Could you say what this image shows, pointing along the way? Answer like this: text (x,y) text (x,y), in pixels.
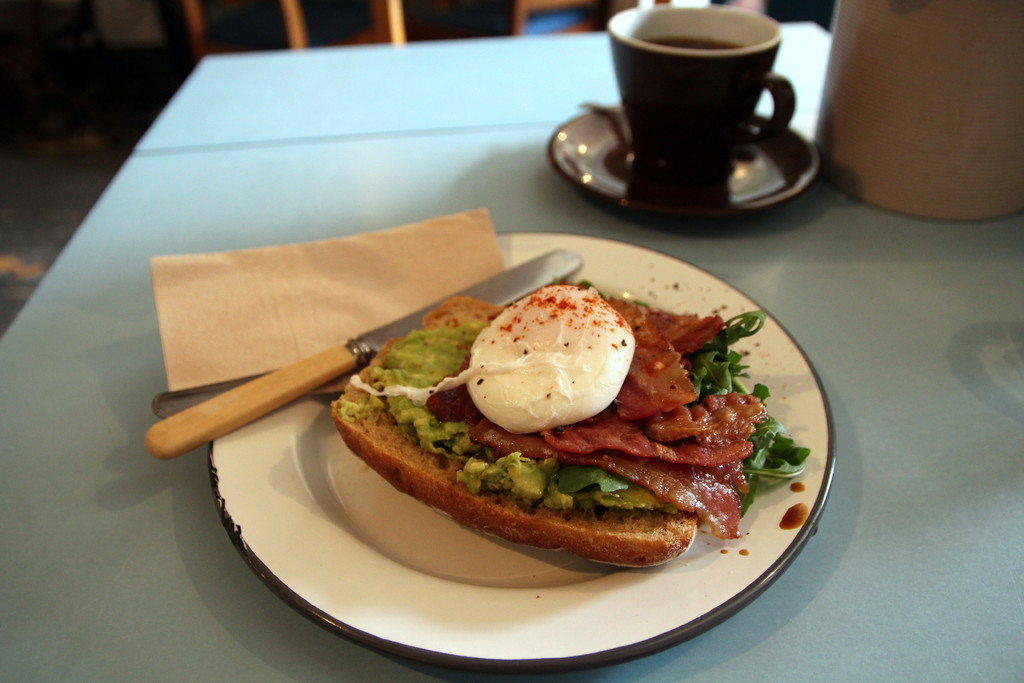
In the center of the image (528,232) there is a table (429,180). On the table (419,178) there is a plate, knife (368,334), napkin (367,289), cup (692,122) and food (480,441).
